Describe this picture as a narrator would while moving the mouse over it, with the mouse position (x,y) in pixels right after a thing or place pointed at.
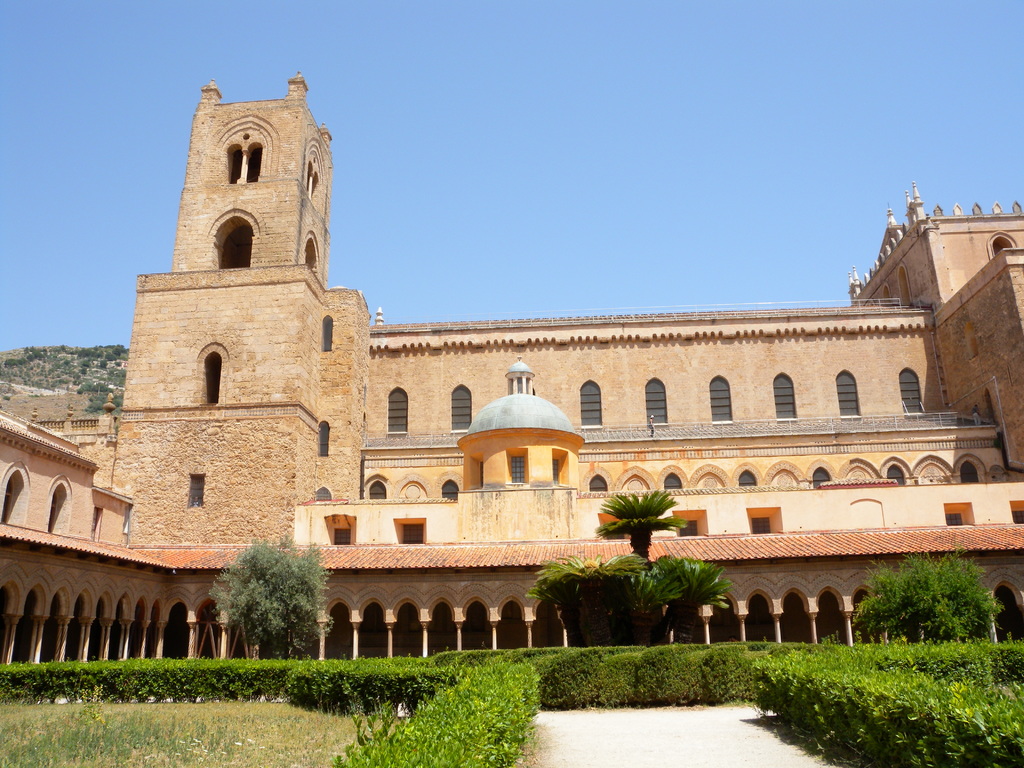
In the image there is a fort (582,509) and in front of the fort (808,501) there is a beautiful garden (746,644) with trees (633,574) and plants (524,668).
